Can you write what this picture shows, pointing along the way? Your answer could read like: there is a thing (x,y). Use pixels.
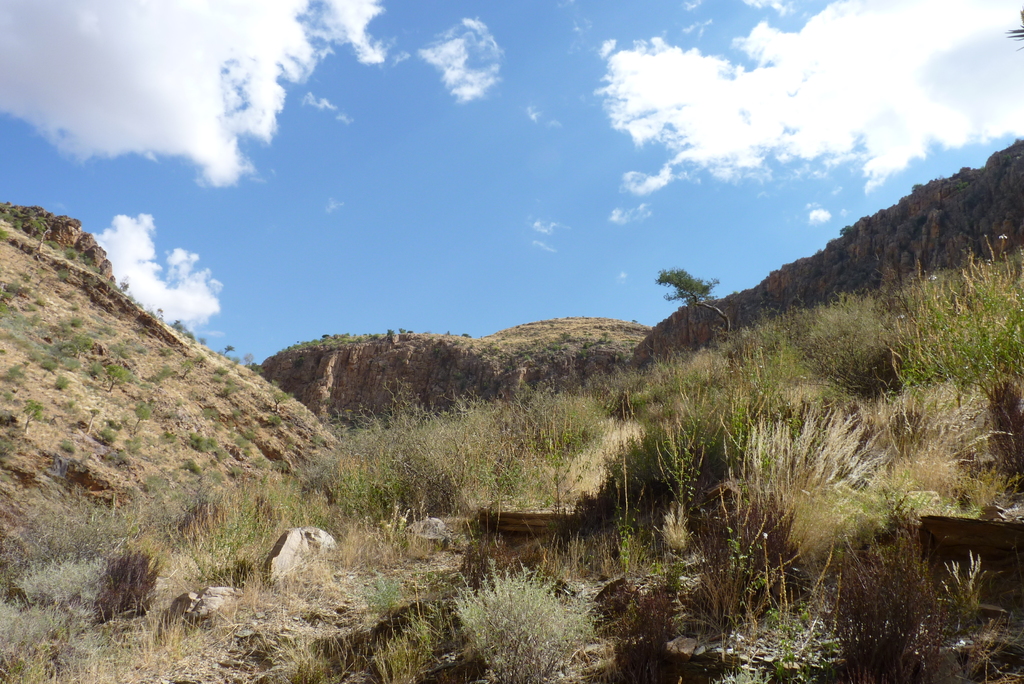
In the picture we can see two hills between we can see some grass plants (456,608) and behind we can see another hill (420,363) with some plants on it and in the background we can see a sky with clouds (260,95).
